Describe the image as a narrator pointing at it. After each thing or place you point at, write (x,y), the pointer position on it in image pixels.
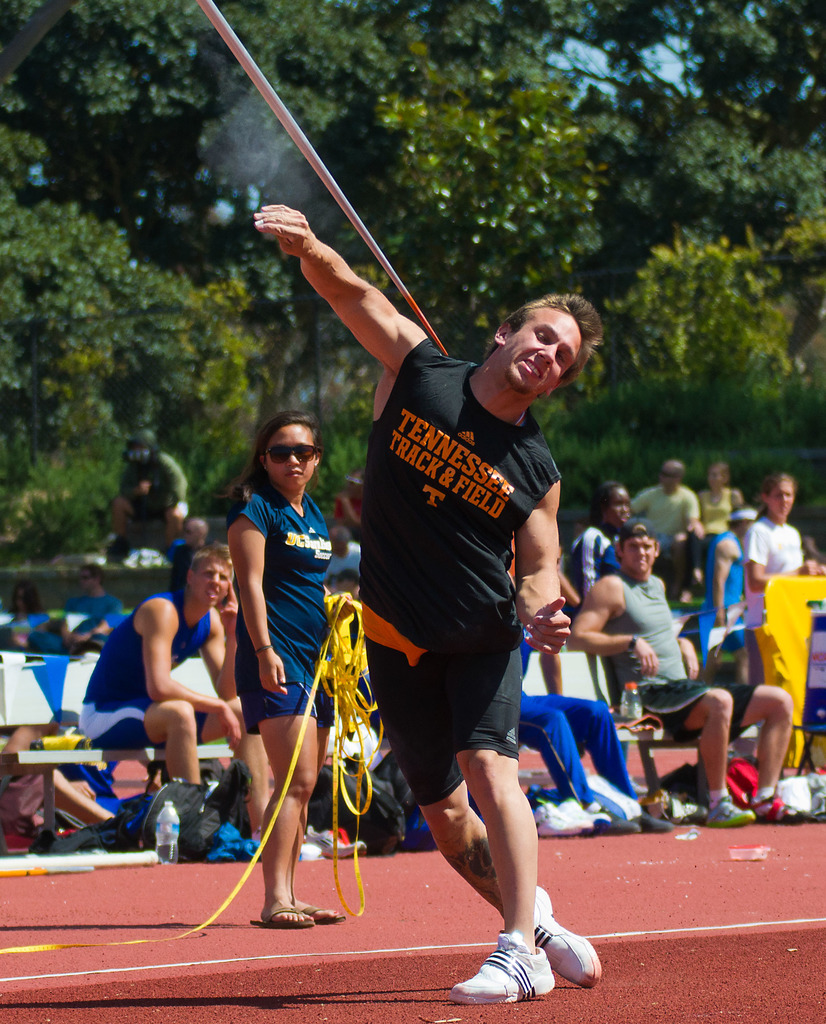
This image consists of a person (469,534) wearing black dress (438,573) is playing javelin throw. At the bottom (229,978), there is floor (285,944). In the background (720,542), there are many people (645,615) sitting. And there are many trees (102,367) in the background (47,419).
